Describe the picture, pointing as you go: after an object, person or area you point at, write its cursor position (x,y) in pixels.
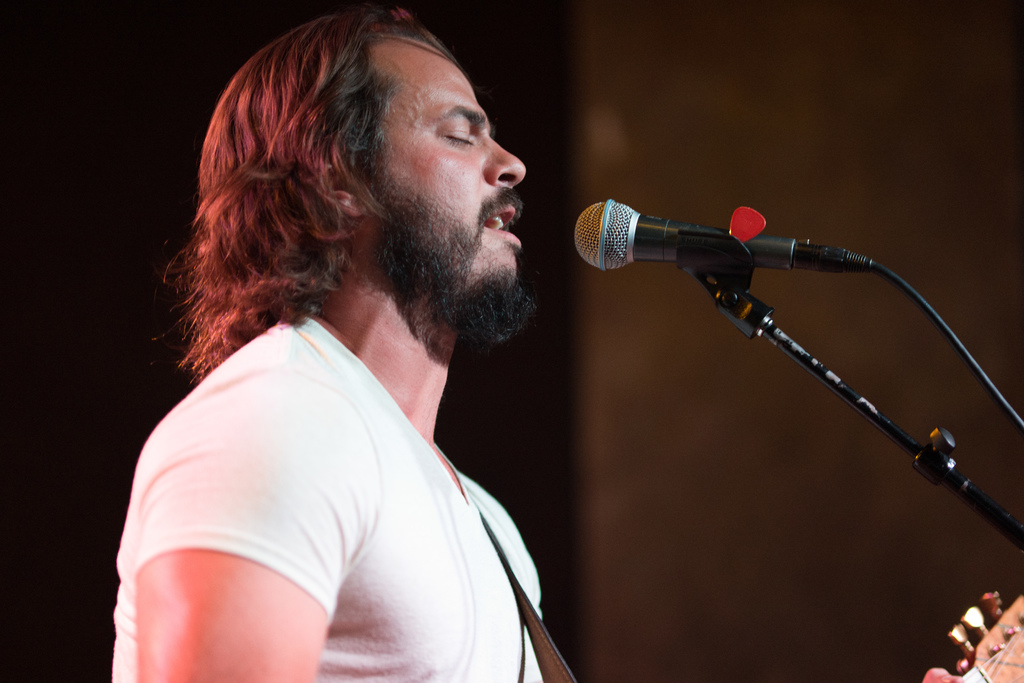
In this image we can see a person (437,485) singing holding a guitar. We can also see a mic (588,232) and a stand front of him.
